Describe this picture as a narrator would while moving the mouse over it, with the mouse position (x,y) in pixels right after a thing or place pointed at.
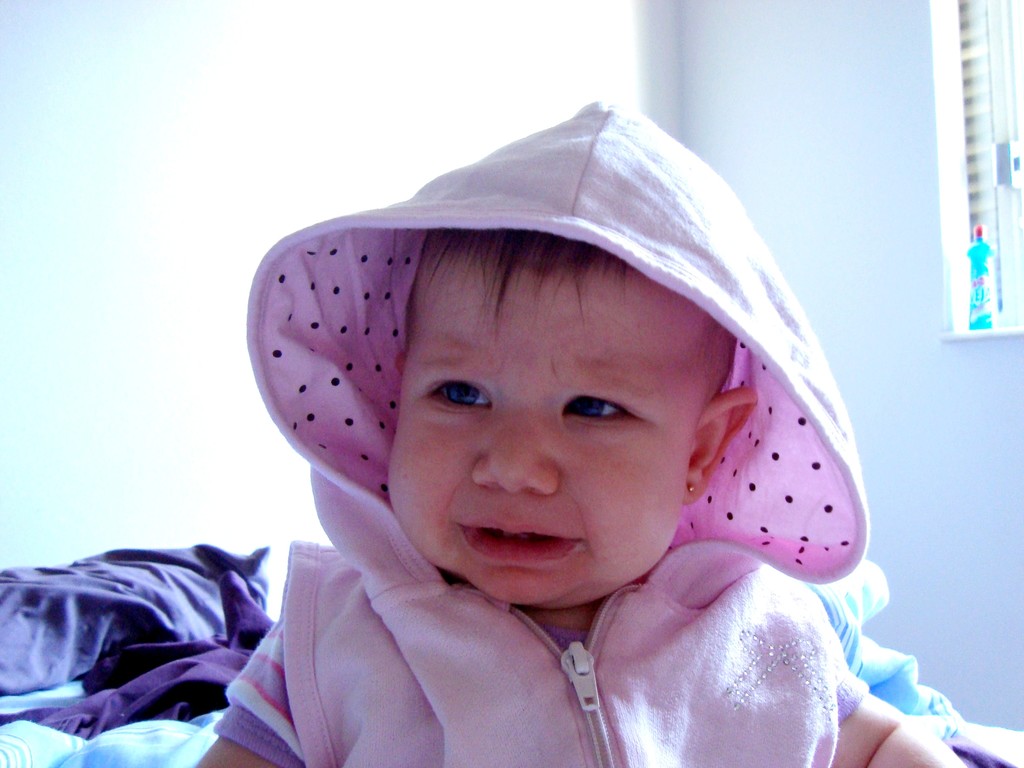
In this picture we can see a baby (519,443) is crying, and the baby (754,392) wore a pink color dress (658,656).
